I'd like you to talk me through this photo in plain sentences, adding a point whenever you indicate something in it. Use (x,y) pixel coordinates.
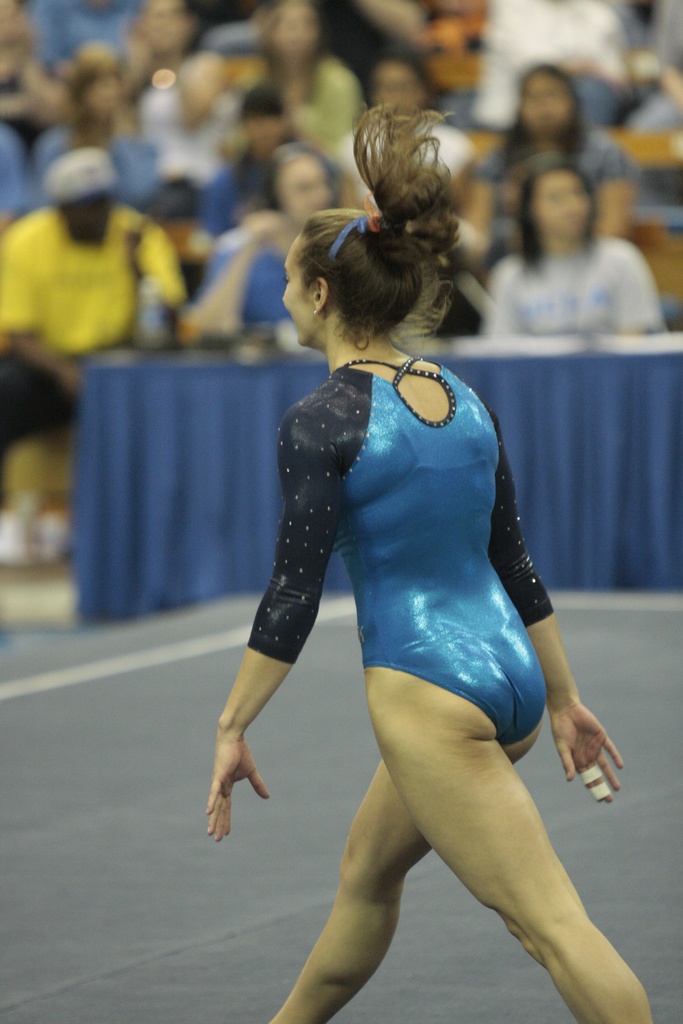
In this image in the foreground (371,204) there is one woman (447,746) who is walking, and in the background (190,170) there are some people (196,185) who are sitting and there is a table (530,389). And on the table (200,373) there are some objects (162,323), at the bottom (258,805) there is floor (175,789).
